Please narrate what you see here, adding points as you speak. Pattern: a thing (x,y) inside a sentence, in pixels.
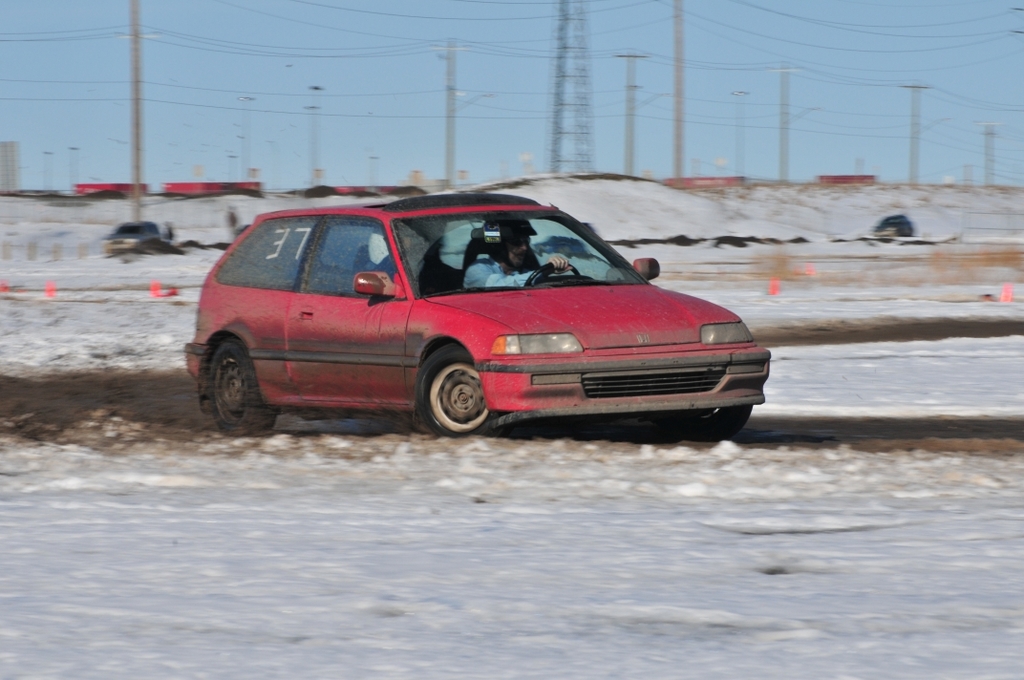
In this picture there is a man (519,278) who is wearing helmet (519,226), goggle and shirt (501,269). He is sitting inside the car (279,332). Here we can see red car (478,413). In the background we can see electric poles (583,38) and wires (180,102) are connected to it. In the left (130,243) we can see traffic cones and other car (114,241). On the top (732,56) we can see sky (649,23). Here we can see trailer (100,190) near to the electric poles (628,156).
